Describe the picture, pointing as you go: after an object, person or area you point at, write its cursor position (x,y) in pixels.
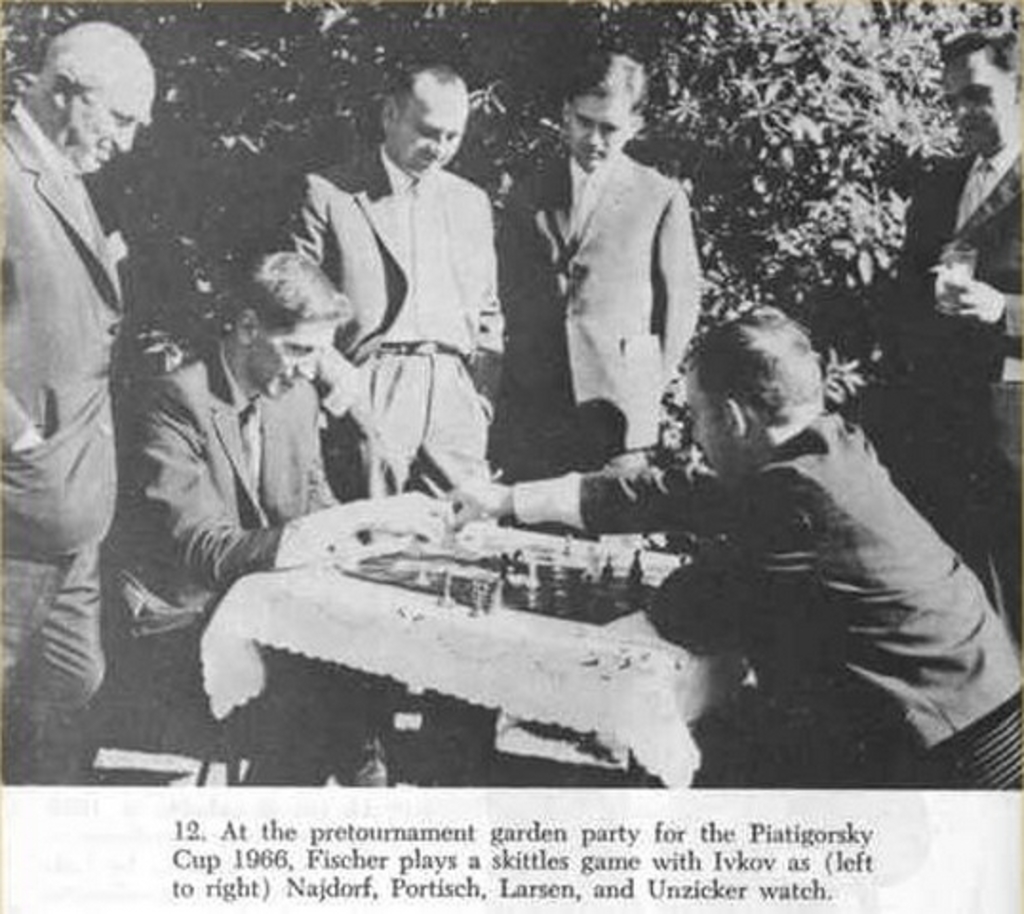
There are two persons (692,532) playing chess and there are group of persons (371,233) standing around them and there are trees (812,92) in the background (756,88).
